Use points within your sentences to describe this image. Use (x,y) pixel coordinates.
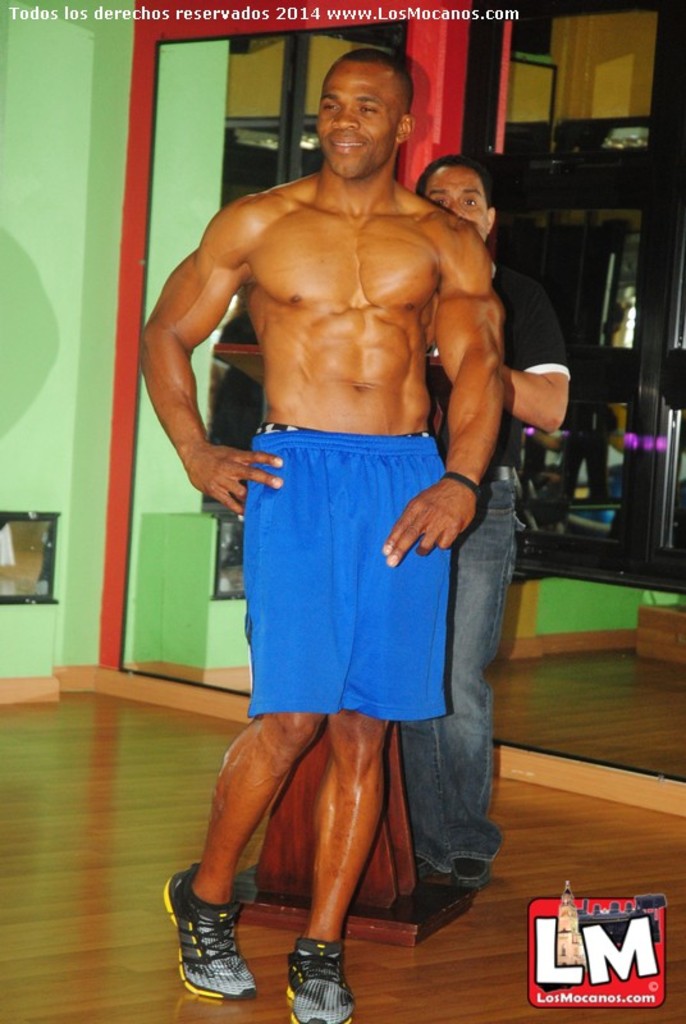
In this picture there is a bodybuilder (395,334) who is wearing short (318,586) and shoes (304,983). Behind him there is a man (499,503) who is wearing t-shirt (523,362), jeans (472,597) and shoes (461,863). He is standing near to the door (586,348). Through the door (576,400) I can see the cupboards (627,381) and shelves (613,371). In the bottom right corner (641,898) there is a watermark (568,982). On the left (62,559) there is a box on the green wall (31,471).
